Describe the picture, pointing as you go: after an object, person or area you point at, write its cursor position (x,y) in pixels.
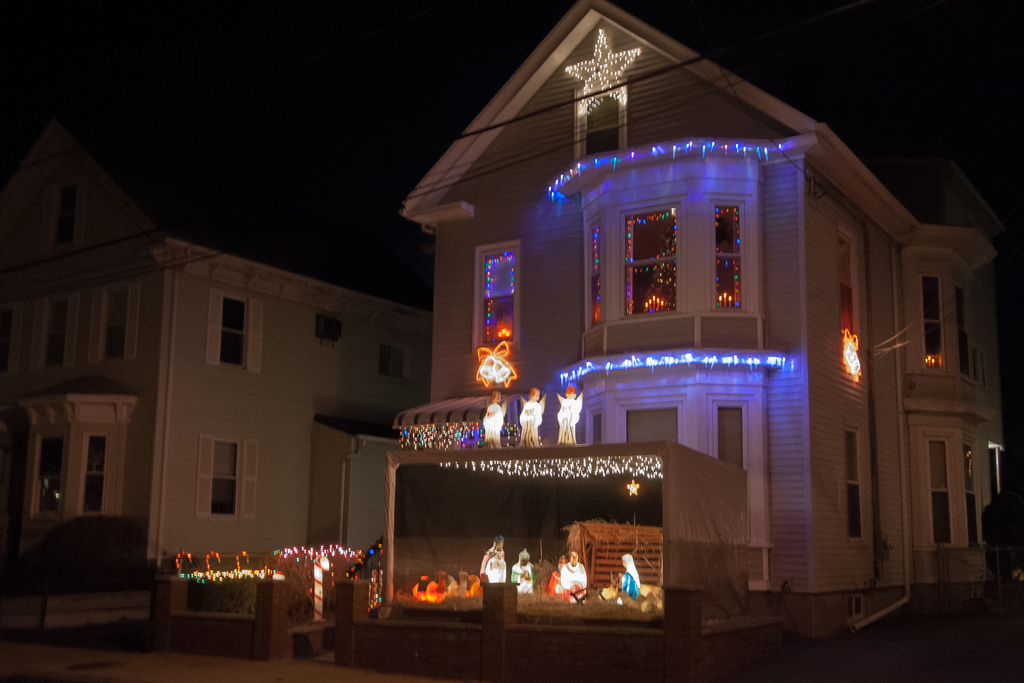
In this picture we can see the house (775,481) and building (68,359). At the bottom (628,593) we can see the statues (499,560) which are kept under the room (588,504). Beside that i can see many lights (567,462). At the top (320,143) there is a darkness (201,77). Above the windows (602,119) there is a star light (619,80). In the bottom left (161,632) we can see the plants (137,557) and fencing (161,632).
